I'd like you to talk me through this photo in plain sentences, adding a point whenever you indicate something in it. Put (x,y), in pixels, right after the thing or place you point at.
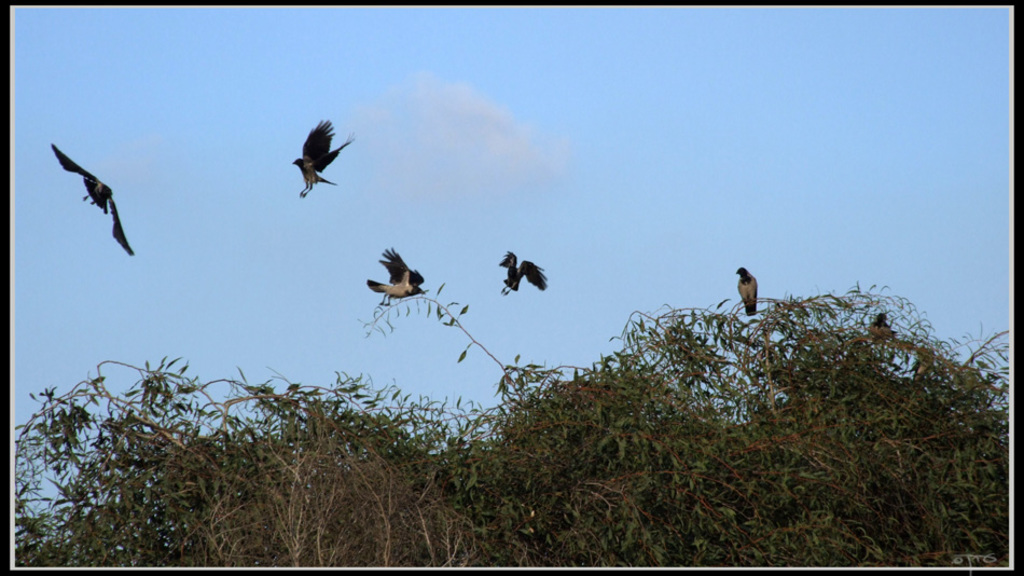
In this image, we can see some birds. We can see some plants (682,452). We can see the sky (485,149) with clouds (472,155).
